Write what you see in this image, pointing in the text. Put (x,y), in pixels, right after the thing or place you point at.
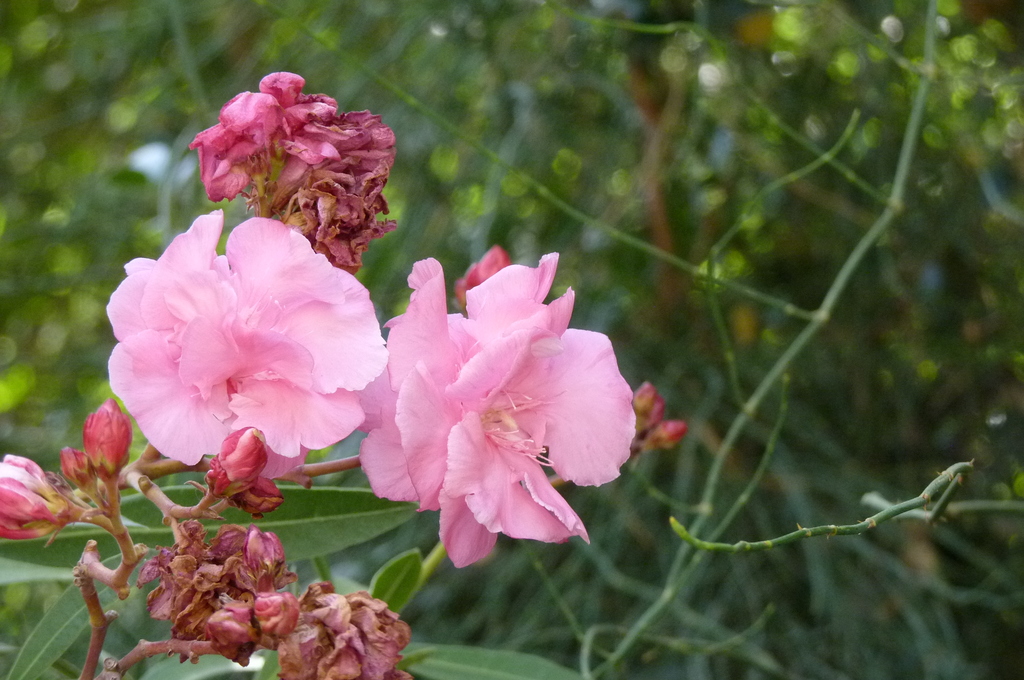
In this image on the left side (194,439) I can see the flowers (316,331). In the background (656,284), I can see the plants (616,199).
